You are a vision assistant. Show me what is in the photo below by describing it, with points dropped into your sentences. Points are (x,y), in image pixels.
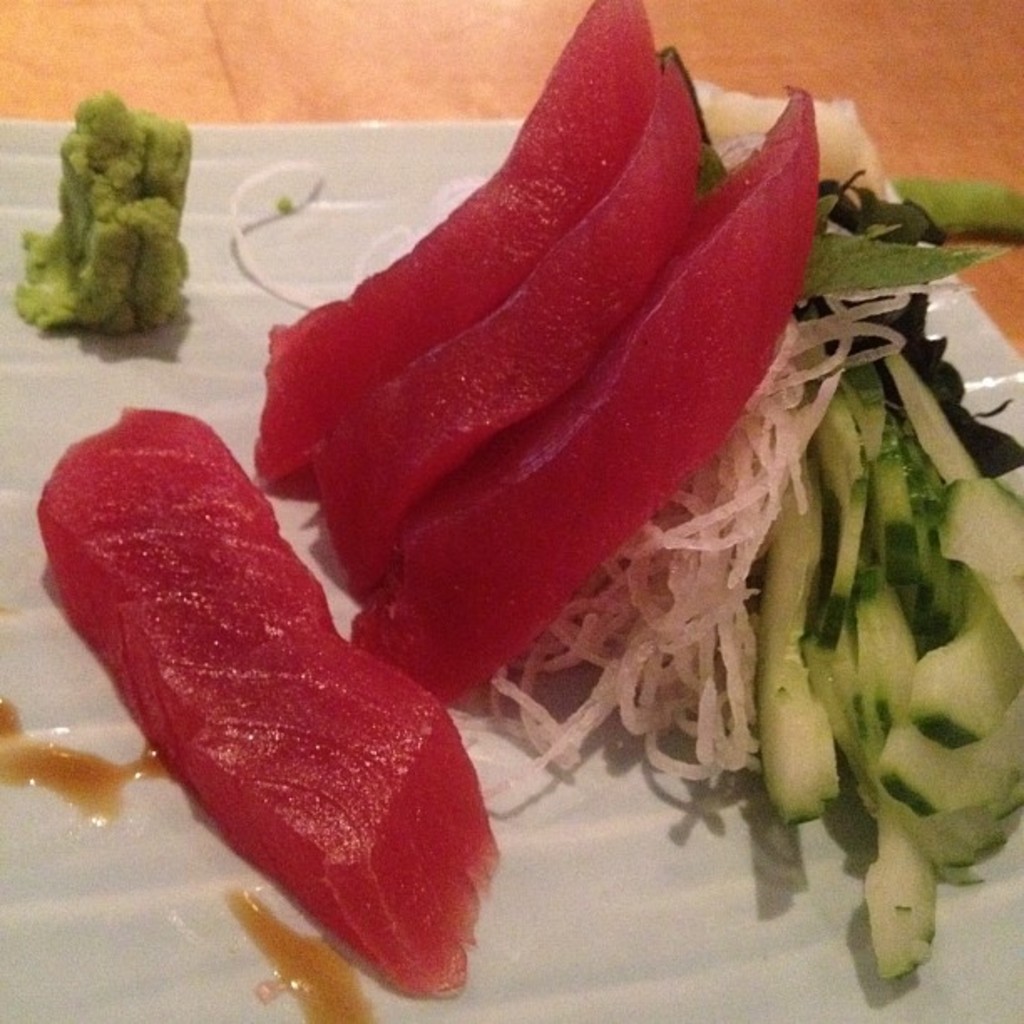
In this image I can see a brown colored surface (438,84) on which I can see a white colored plate (338,206). On the plate (327,173) I can see few food items (304,721) which are red, green, cream and white in color.
